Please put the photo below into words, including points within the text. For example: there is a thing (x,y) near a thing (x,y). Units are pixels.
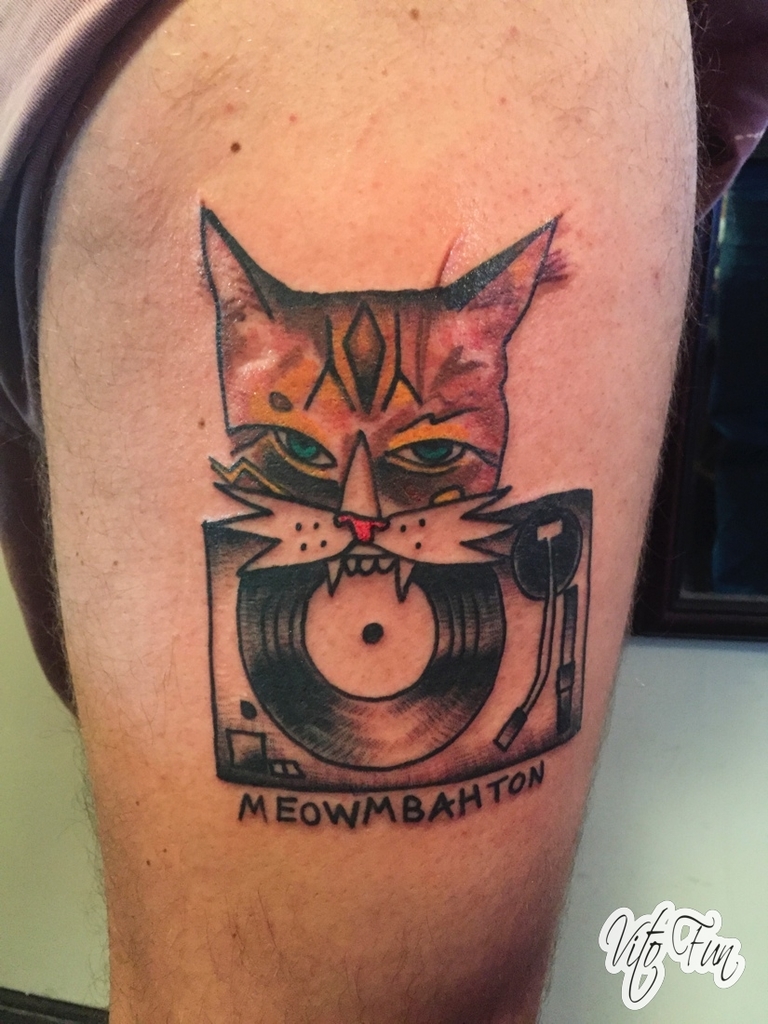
In this picture I can see a tattoo (285,607) with some text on the human body (346,558) and I can see text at the bottom right corner of the picture (703,956).
